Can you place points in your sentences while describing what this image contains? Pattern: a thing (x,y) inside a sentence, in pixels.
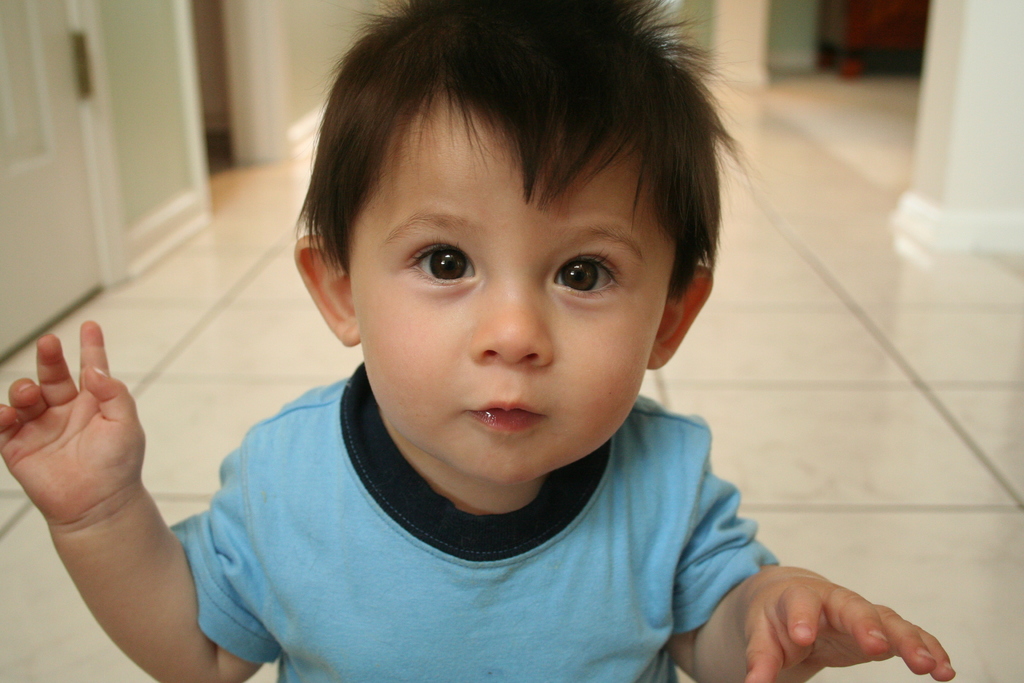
In this picture there is a boy (667,142) who is wearing blue color t-shirt (488,600). On the top left corner (61,99) we can see door (61,122). On the top right corner (931,42) there is a pillar (935,98). On the right (1005,294) we can see floor (857,341).
